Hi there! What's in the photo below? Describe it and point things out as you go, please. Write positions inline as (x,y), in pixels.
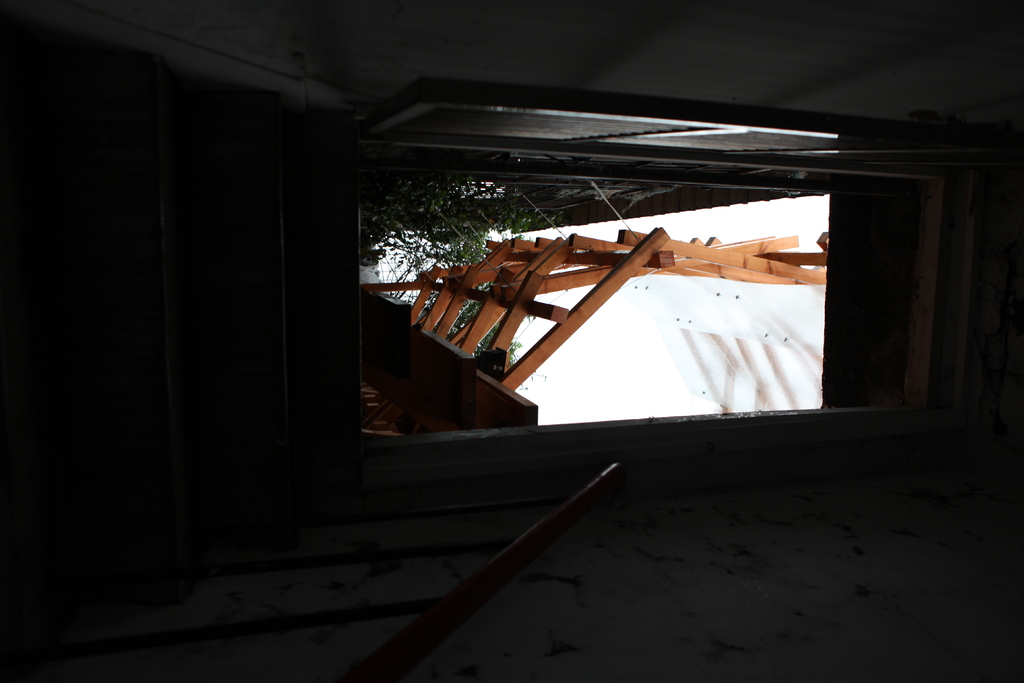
In the picture we can see inside the house (932,625) with some steps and railing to it and on top of the steps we can see a door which is opened and from it we can see some plants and some wooden sticks (511,384).
